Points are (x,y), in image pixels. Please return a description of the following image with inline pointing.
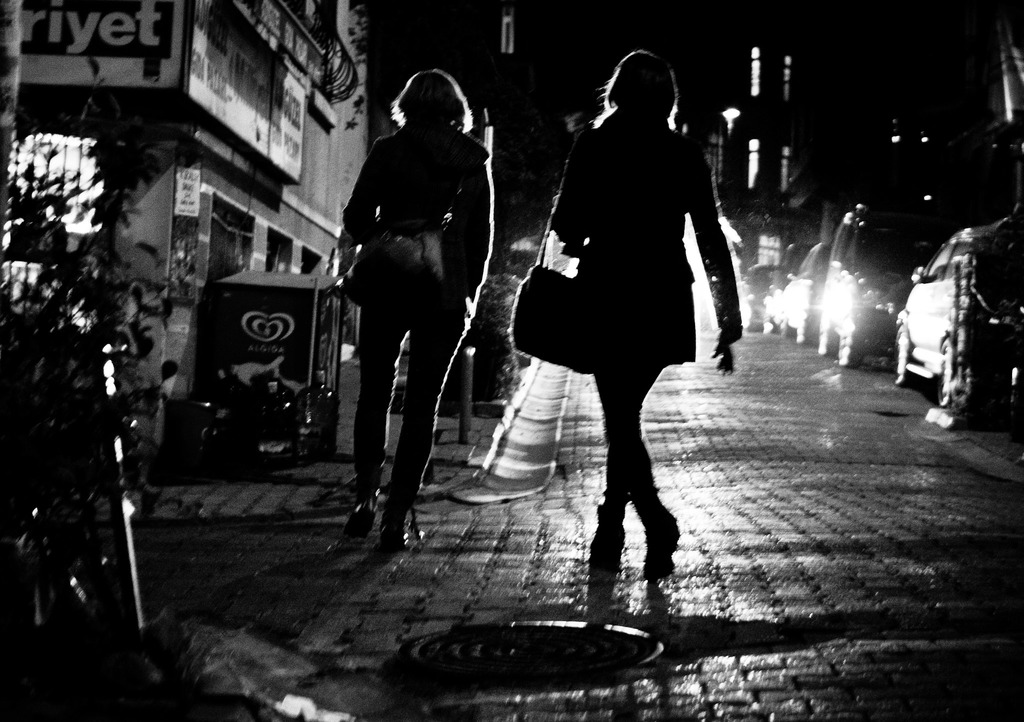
In this image I can see the black and white picture in which I can see the sidewalk (790,535), two persons (617,340) wearing bags (407,281) are walking on the sidewalk (440,428), a manhole lid (458,643), a building (209,140) and few boards (213,99) to the building (216,259). To the right side of the image (925,354) I can see few vehicles (934,342) on the ground (798,551). In the background (566,14) I can see the dark sky (562,39) and few lights (783,309).
